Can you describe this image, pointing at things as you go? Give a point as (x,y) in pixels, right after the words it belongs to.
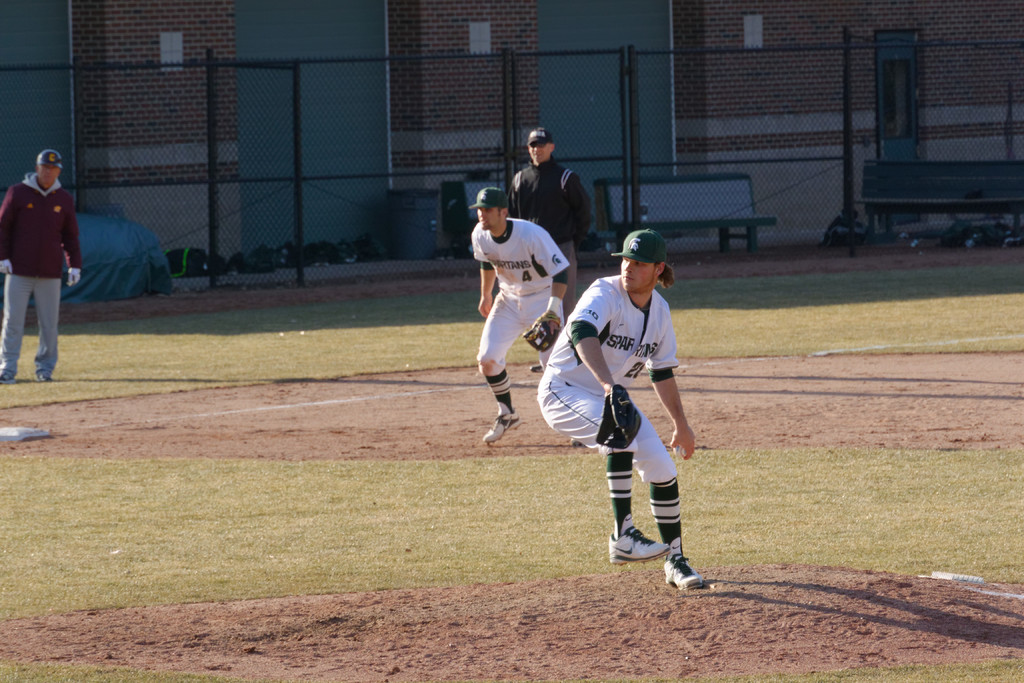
In this image two people (579,420) are running on the land (490,571) having some grass (382,538). Left side (14,321) there is a person (48,376) standing. He is wearing a cap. Middle of the image (566,251) there is a person (558,179) wearing a cap (540,141). He is standing on the grassland (728,316). There is a fence (768,213). Behind there is a bench (732,218) and few objects (240,262) are on the floor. Background (169,222) there is a wall (945,143).
